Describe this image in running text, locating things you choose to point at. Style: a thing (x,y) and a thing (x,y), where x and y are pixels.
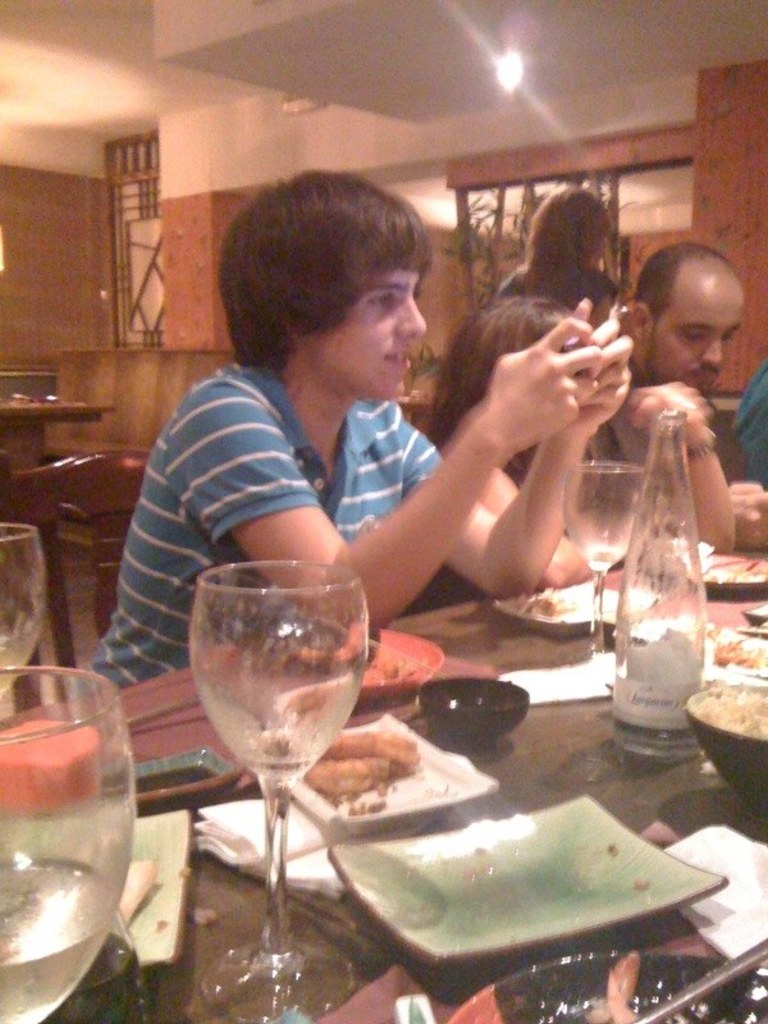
There is a man (495,528) who is sitting on a chair (43,468) and he is holding a mobile phone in his hand (596,424) and looks like he is playing something in his mobile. This is a wooden table (633,785) where a glass (283,851), a plate (378,799), a bowl (527,698) and tissues (298,826) are kept on it.
